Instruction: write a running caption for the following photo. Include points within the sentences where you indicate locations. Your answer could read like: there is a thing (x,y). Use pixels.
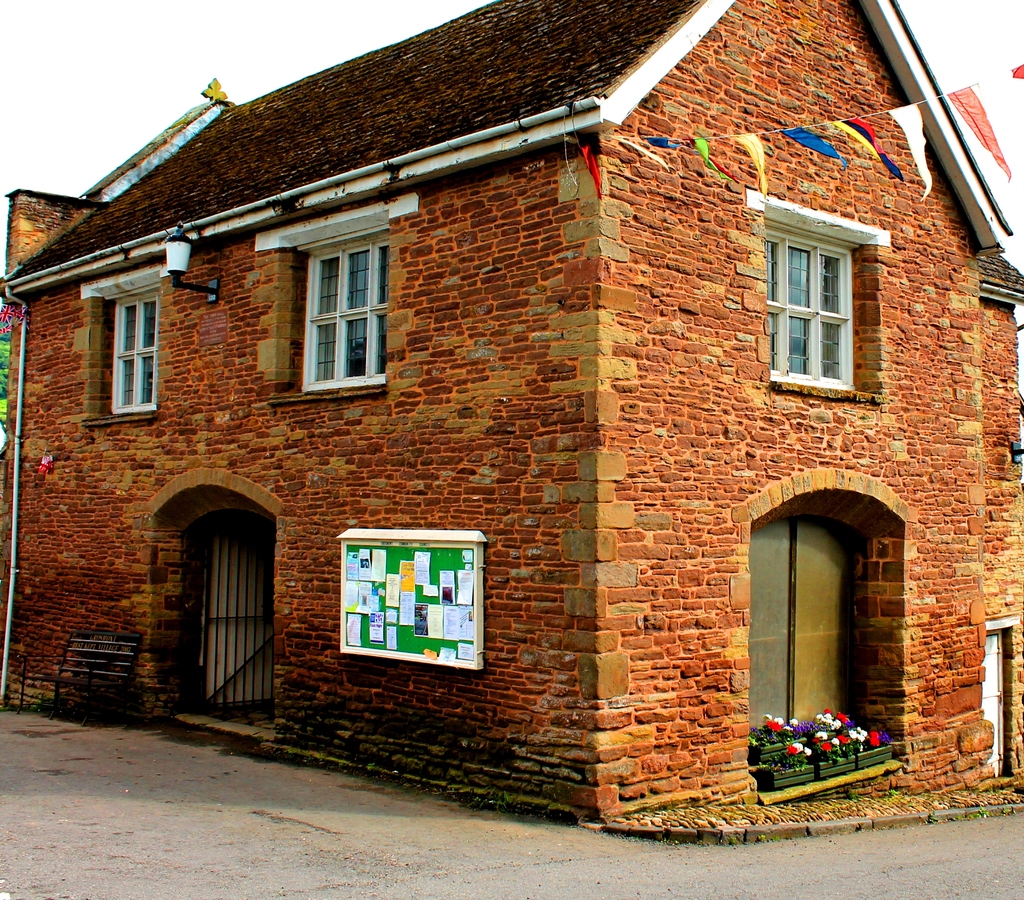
In the center of the image (474,364) there is a house (432,389). At the bottom of the image (367,868) there is road (419,878). At the top of the image (177,46) there is sky (114,78). There are windows (372,248).
